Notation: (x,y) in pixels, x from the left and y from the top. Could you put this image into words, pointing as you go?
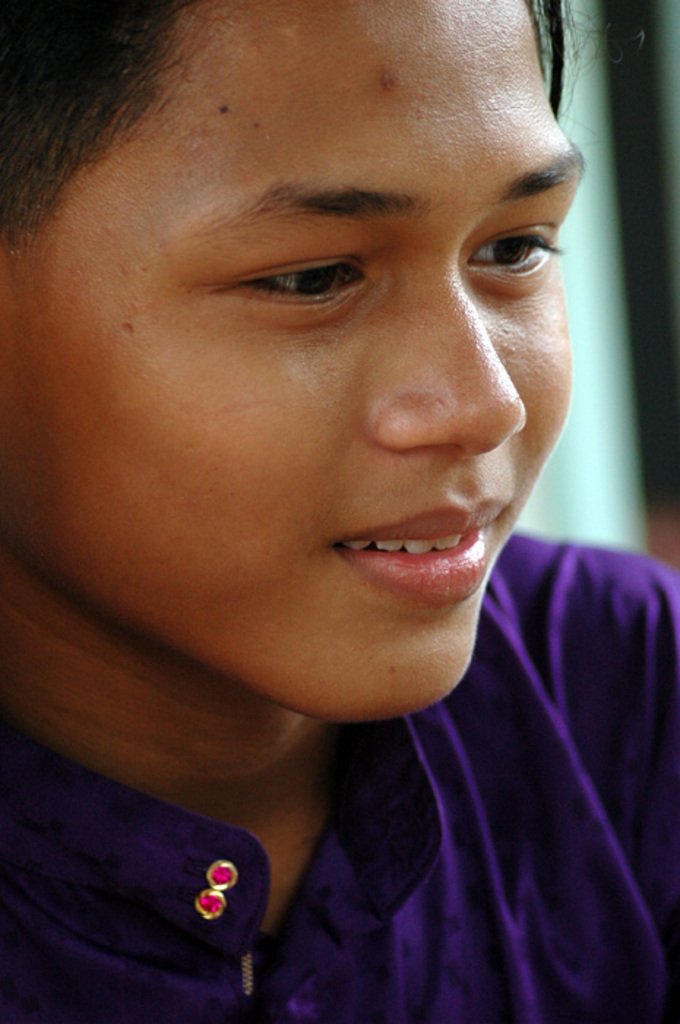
In this picture there is a boy (294,596) who is wearing purple color dress (545,728). In the background (611,472) I can see the blur image.
